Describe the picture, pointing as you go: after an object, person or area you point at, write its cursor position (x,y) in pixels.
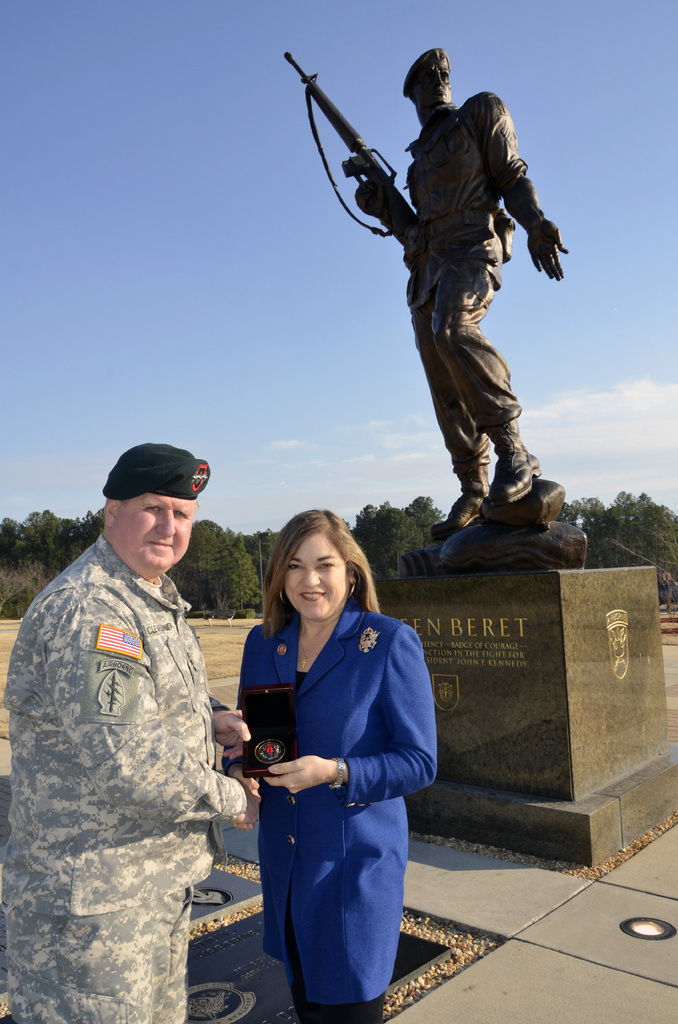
In this picture we can observe a statue (364,156) of a person (477,354) holding a gun (369,176). We can observe two persons (369,634) in front of the statue (466,362). One of them is a man (125,464) and other is a woman (283,805). In the background (220,574) we can observe some trees (417,524) and a sky (208,323) with some clouds (490,476).
